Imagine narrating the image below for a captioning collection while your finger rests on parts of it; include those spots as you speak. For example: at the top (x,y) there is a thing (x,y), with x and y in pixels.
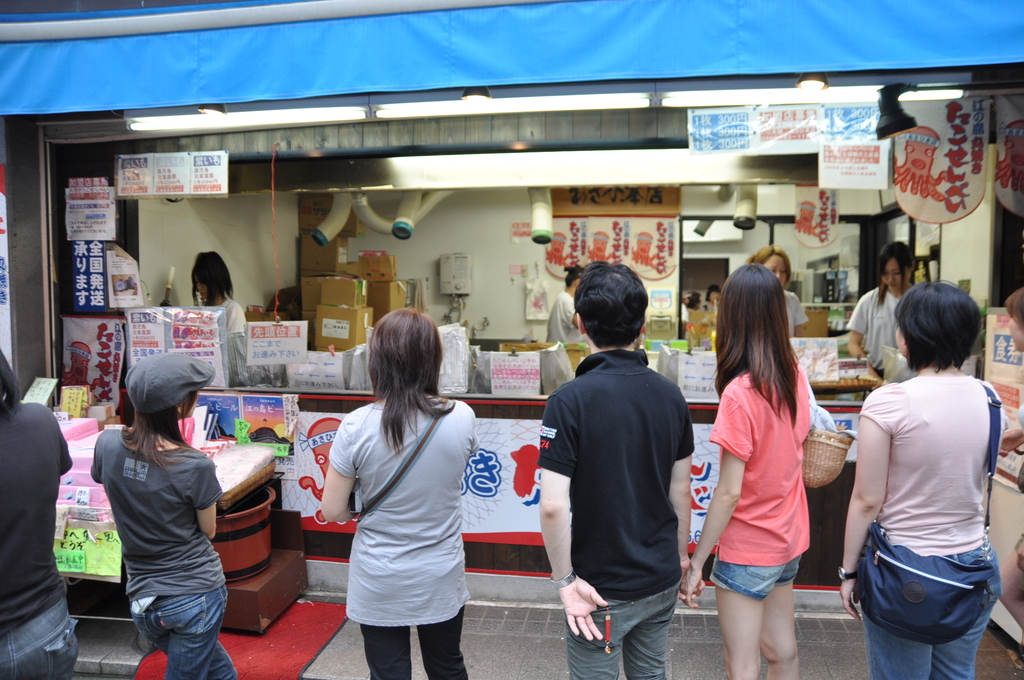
In this picture we can see people (449,609) on the ground (542,614), here we can see a shop (1006,58), boxes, posters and some objects (697,346).
